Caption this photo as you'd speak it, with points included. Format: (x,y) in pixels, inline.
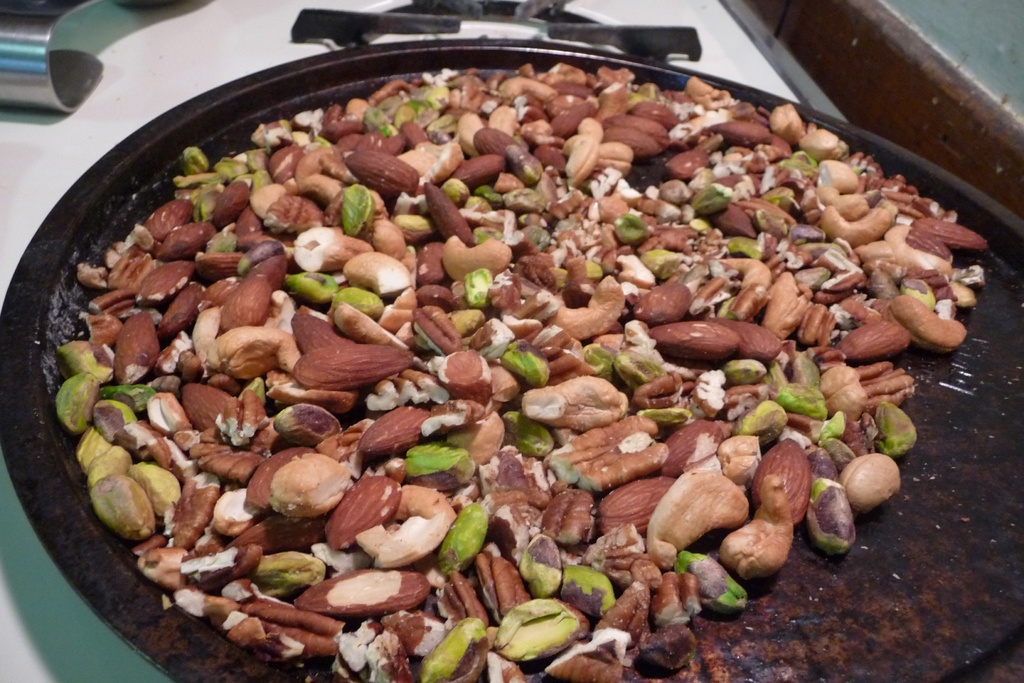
As we can see in the image there are different types of nuts (417,291) and white color stove (163,60).
